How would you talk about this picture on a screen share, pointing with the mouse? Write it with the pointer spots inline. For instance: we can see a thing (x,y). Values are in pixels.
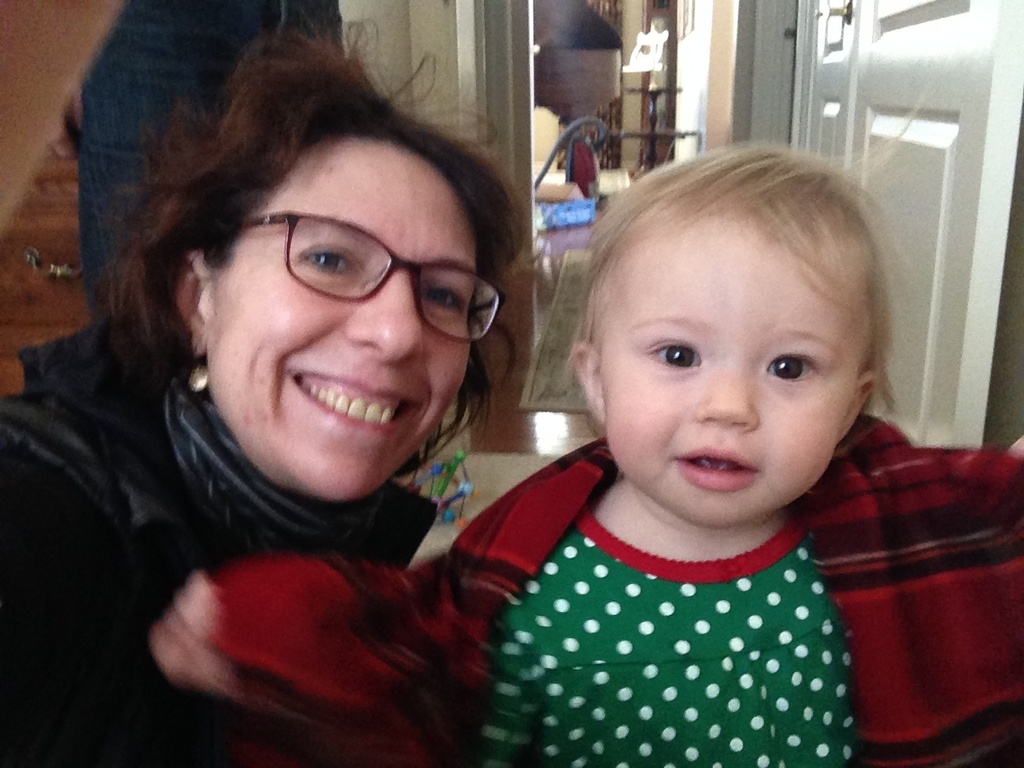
In the foreground of this image (561,615), there is a woman (291,387) and a kid (709,588). Woman (116,590) in black dress (147,546) and kid (885,587) in green and red dress (853,656). In the background (830,13), there is a door (825,64), a person (262,17), wall (628,103) and few objects (644,99).
